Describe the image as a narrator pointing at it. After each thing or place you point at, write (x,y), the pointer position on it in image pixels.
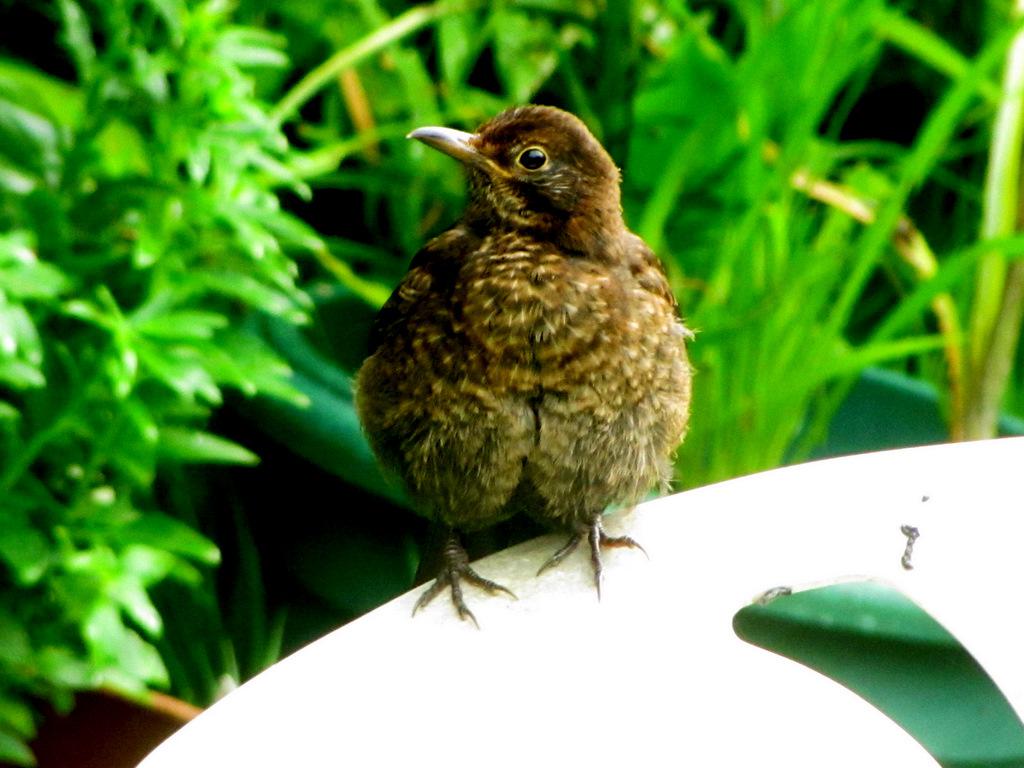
In the foreground (562,407), I can see a bird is sitting on an object (689,651). In the background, I can see houseplants (868,235). This image is taken, maybe during a day.
